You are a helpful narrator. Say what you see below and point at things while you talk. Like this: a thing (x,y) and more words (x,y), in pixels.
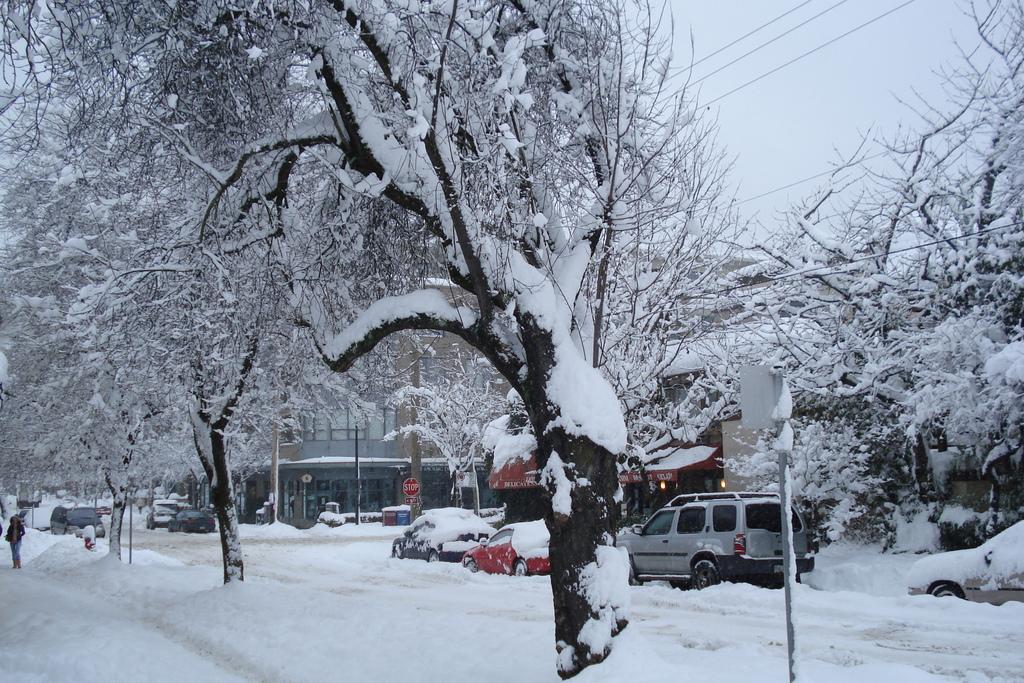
In the picture I can see the snow fall (190,581) where roads (447,571), trees (917,494), vehicles (167,508) and buildings (358,378) are covered with snow (157,643), we can see boards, few people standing on the left side of the image (18,567), I can see the wires (749,285) and the sky (802,165) in the background (882,123).
